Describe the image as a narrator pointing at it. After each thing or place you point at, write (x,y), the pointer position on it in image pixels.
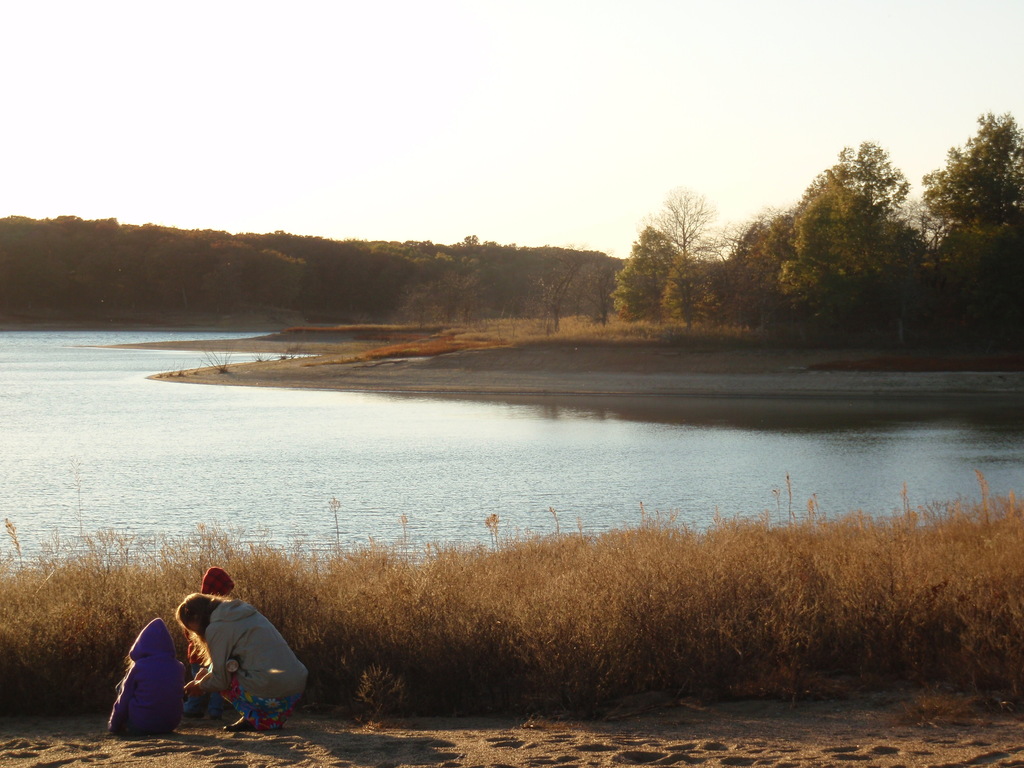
There is a river (238,359) and around the river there are many trees (805,207) and grass (547,582) and in the front (185,688) two people (219,690) were sitting on the sand (32,745) in front of the grass (212,565) and a kid (220,583) it is standing beside the woman (236,633) who is sitting on her knees (222,680).
